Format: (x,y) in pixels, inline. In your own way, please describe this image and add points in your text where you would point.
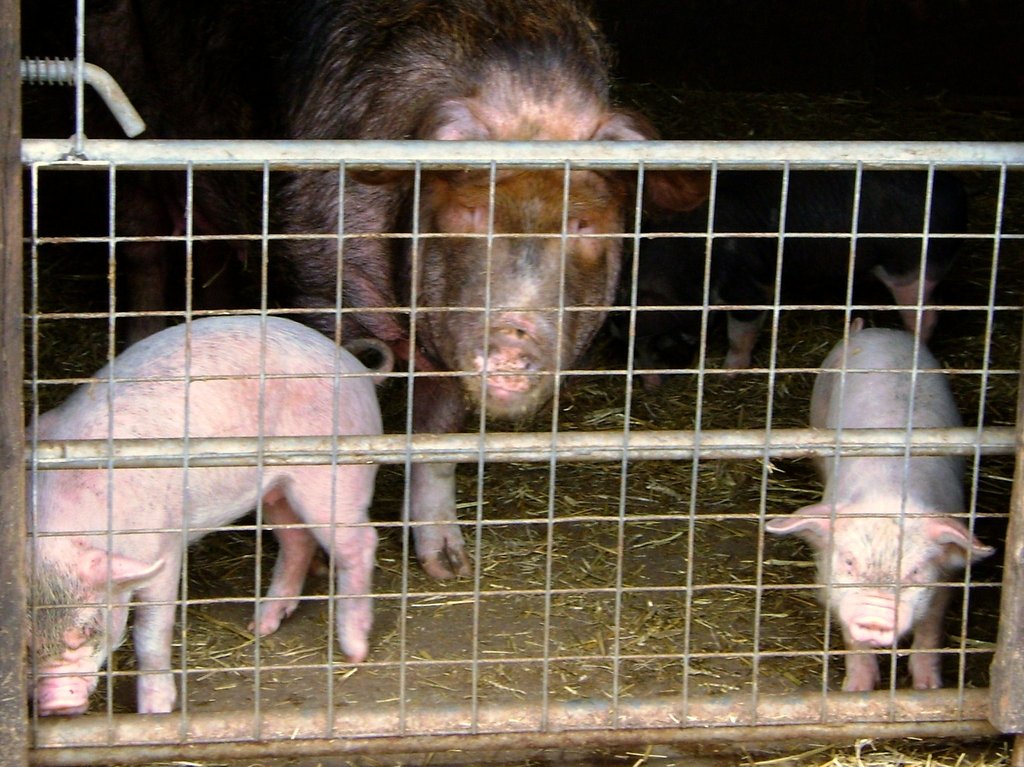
In this image we can see pigs (453,81) and piglets (643,354) in the cage (762,538).
